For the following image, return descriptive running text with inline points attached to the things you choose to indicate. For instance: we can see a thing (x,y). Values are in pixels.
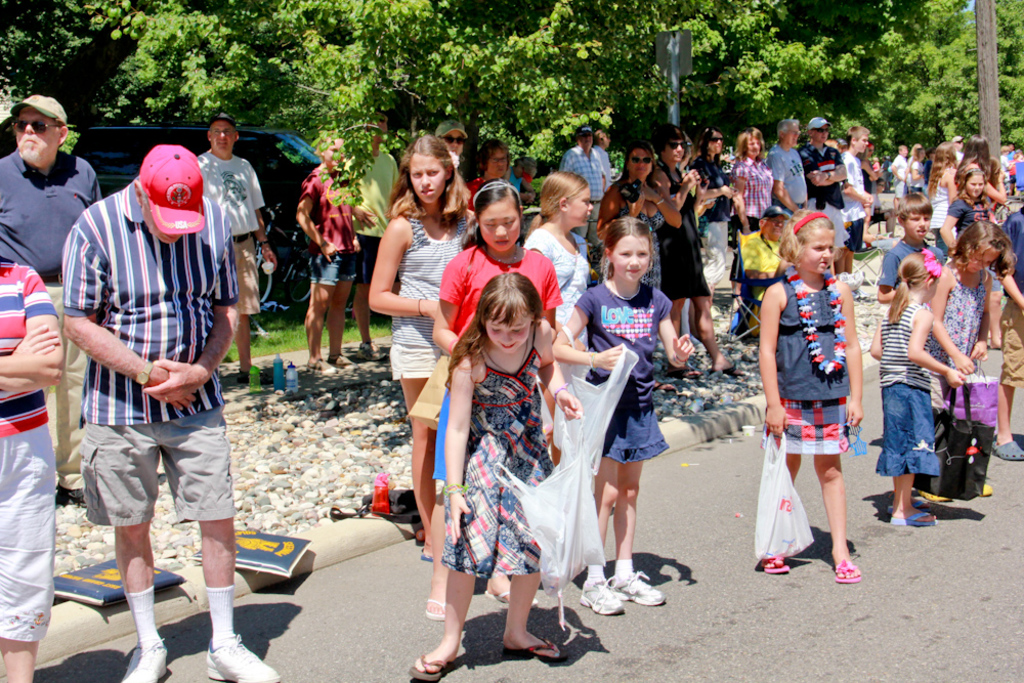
In the middle of the image (493,424) few people (47,177) are standing and holding something (976,448) in their hands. Behind them there are some vehicles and trees (942,49) and bicycles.
